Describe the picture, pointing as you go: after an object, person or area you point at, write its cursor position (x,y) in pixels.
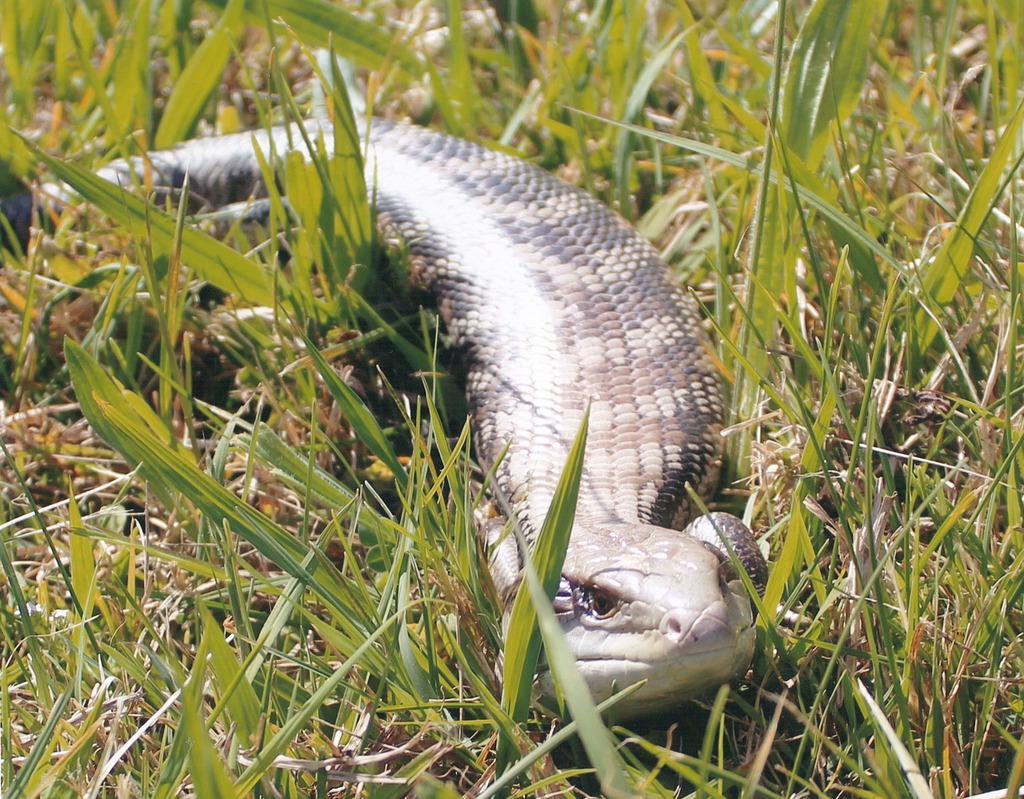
In this image I can see a lizard (699,445) on grass (916,141).
